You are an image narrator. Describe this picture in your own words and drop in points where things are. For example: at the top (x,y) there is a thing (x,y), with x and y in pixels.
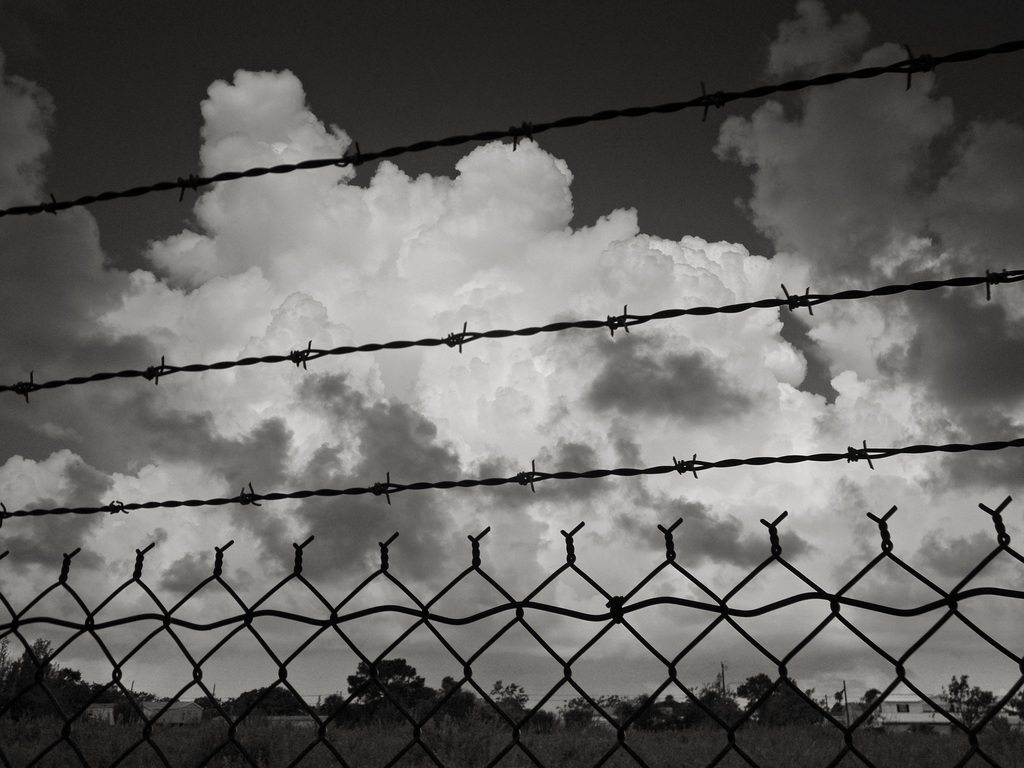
In the picture I can see fencing (404,636), ropes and in the background of the picture (425,715) there are some trees (731,715), houses (911,698) and top of the picture (422,200) there is cloudy sky (355,393).
